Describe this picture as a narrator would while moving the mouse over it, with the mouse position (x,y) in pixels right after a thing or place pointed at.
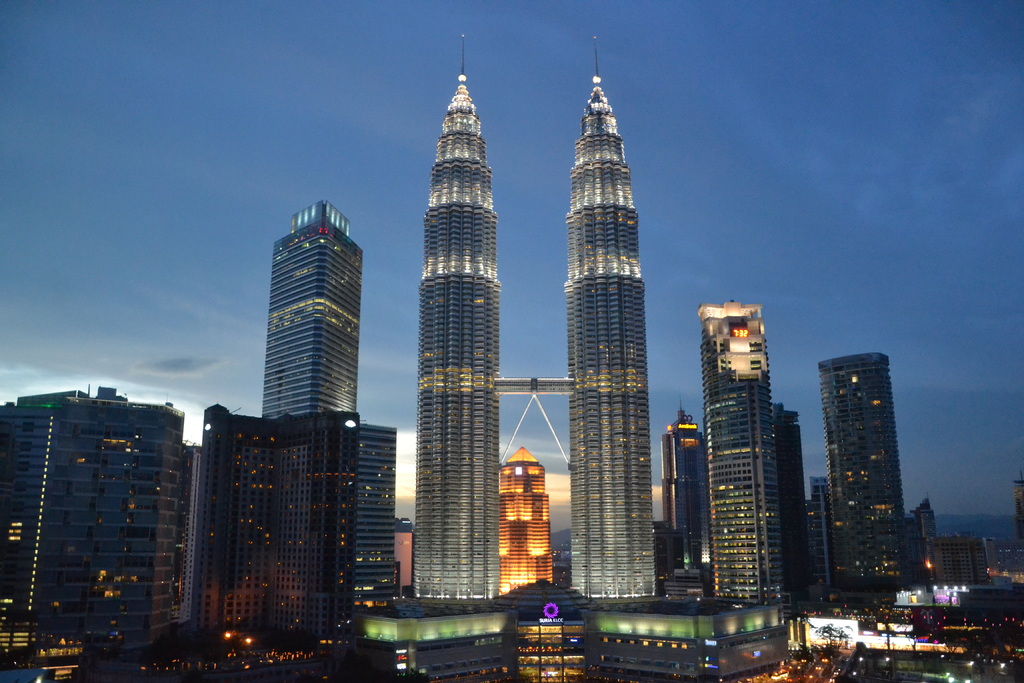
In this image we can see many buildings (424,415), lights (35,567) and objects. In the background (369,312) we can see clouds (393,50) in the sky (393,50).
